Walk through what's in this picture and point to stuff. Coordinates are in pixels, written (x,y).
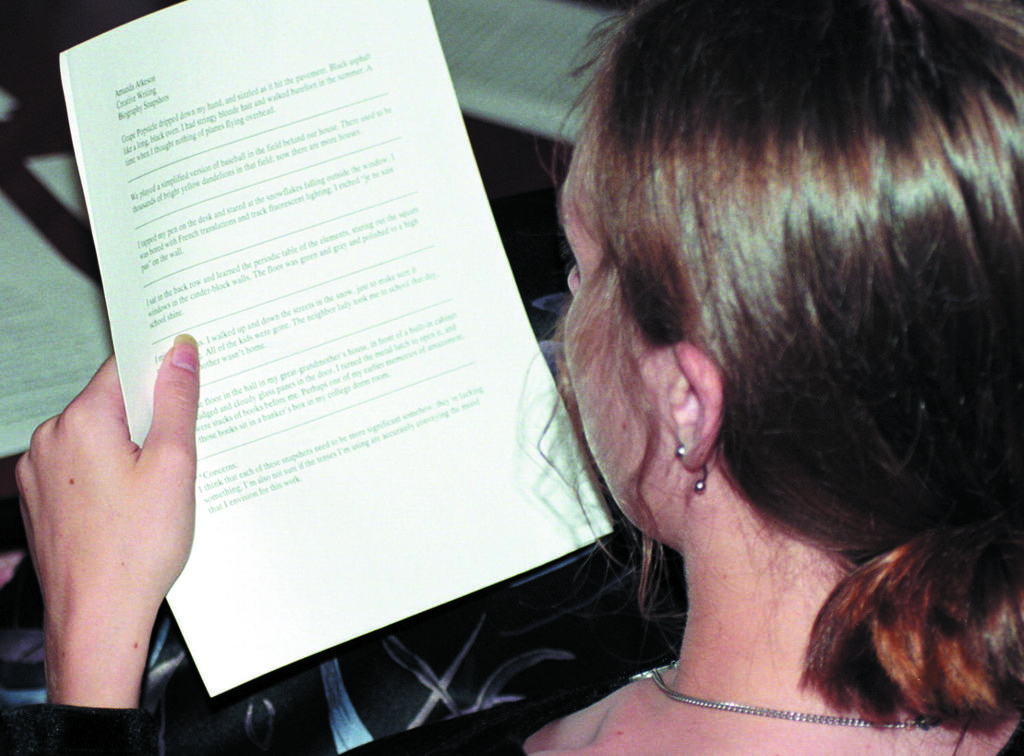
In this picture we can see a woman (673,700) and she is holding a paper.
